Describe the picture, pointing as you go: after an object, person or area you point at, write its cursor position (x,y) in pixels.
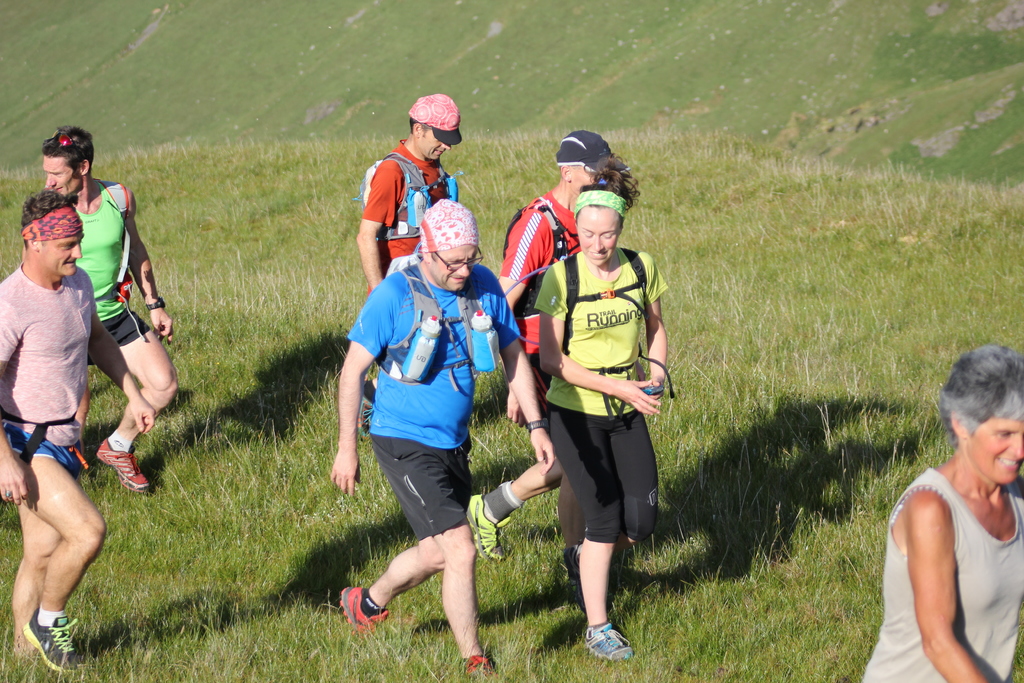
This is an outside view. Here I can see few people (571,397) wearing bags (402,350) and walking on the ground (179,391) towards the right side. On the ground (813,504), I can see the grass (867,432).
